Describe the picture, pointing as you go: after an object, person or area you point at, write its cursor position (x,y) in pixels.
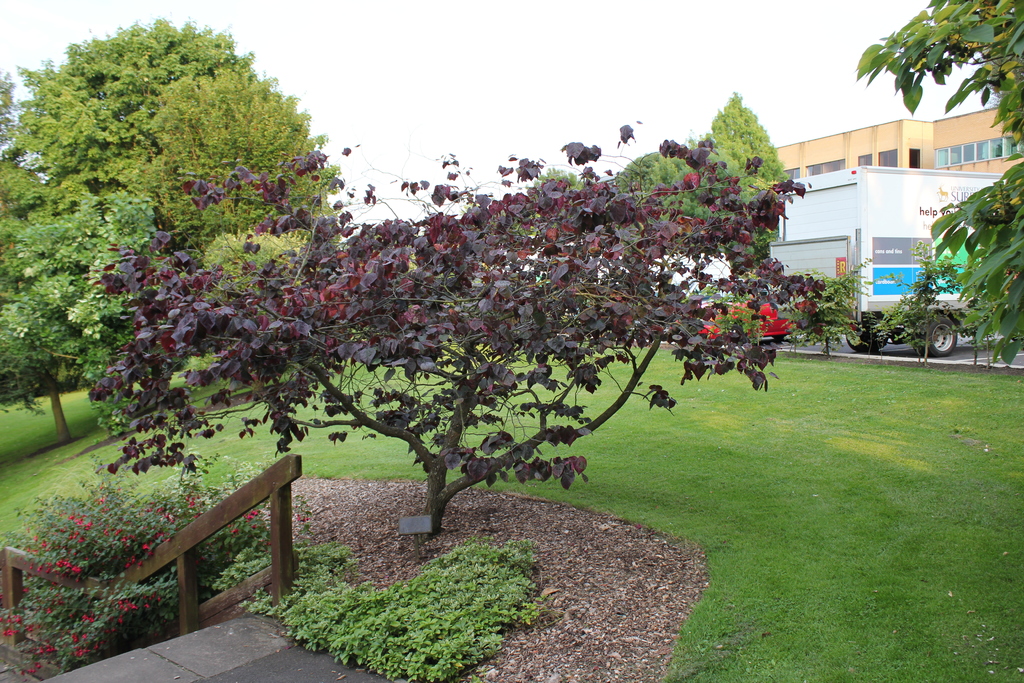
In the image there are trees (515,359) on the grassland (827,524) and in the back (840,139) there is a building (852,146) on the right side (887,136) with a vehicle (880,191) in front of it on the road (966,352) and above its sky (522,73).
